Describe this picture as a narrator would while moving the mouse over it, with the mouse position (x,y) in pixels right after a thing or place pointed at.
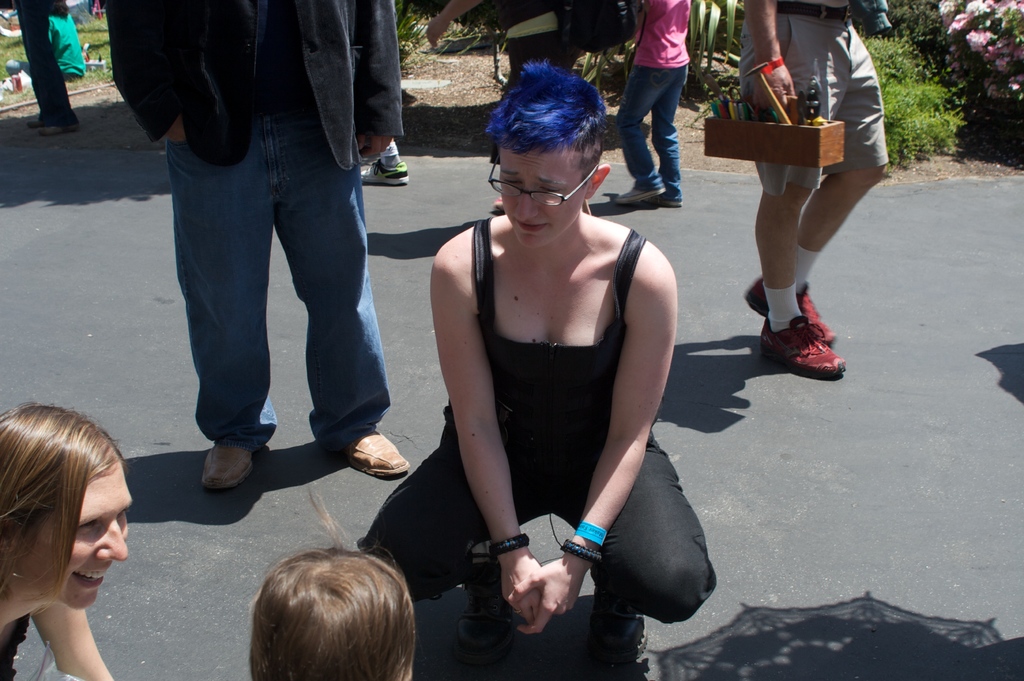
This picture describes about group of people (383,394), in the middle of the image (544,327) we can see a woman (529,243) she wore spectacles (543,200), in the background (697,19) we can find few plants (938,61) and flowers (973,35).
